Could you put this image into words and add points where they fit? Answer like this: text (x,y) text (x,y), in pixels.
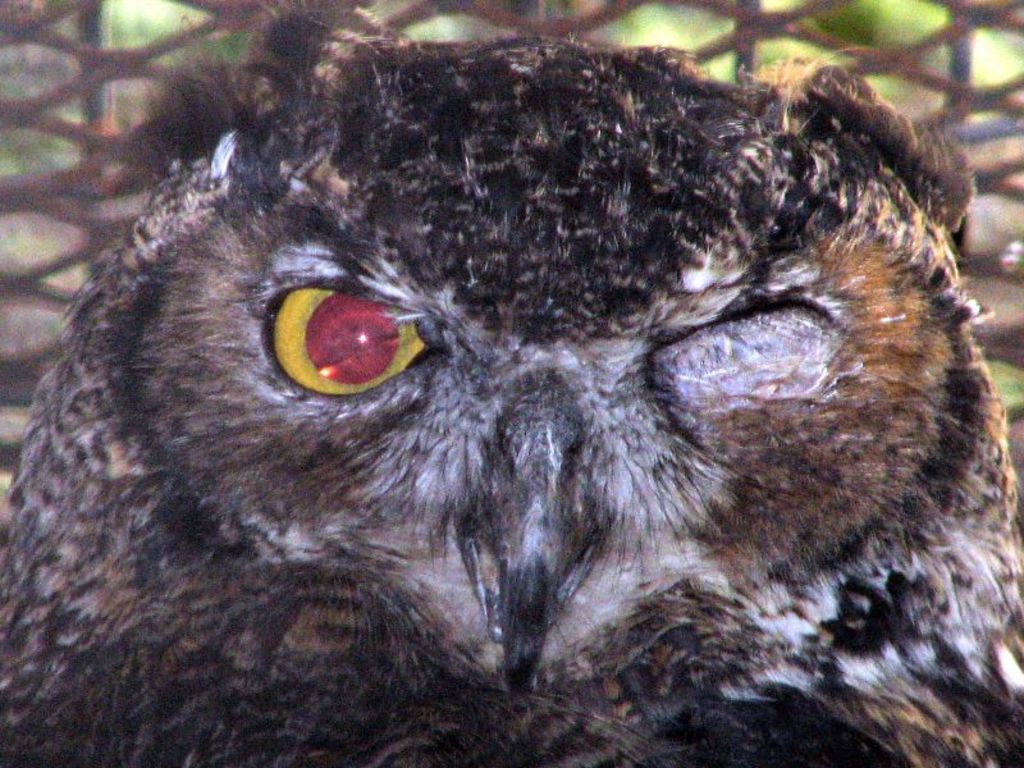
In this picture there is an owl (591,411). In the background (121,35) there is an object (985,101) and greenery (990,63).
